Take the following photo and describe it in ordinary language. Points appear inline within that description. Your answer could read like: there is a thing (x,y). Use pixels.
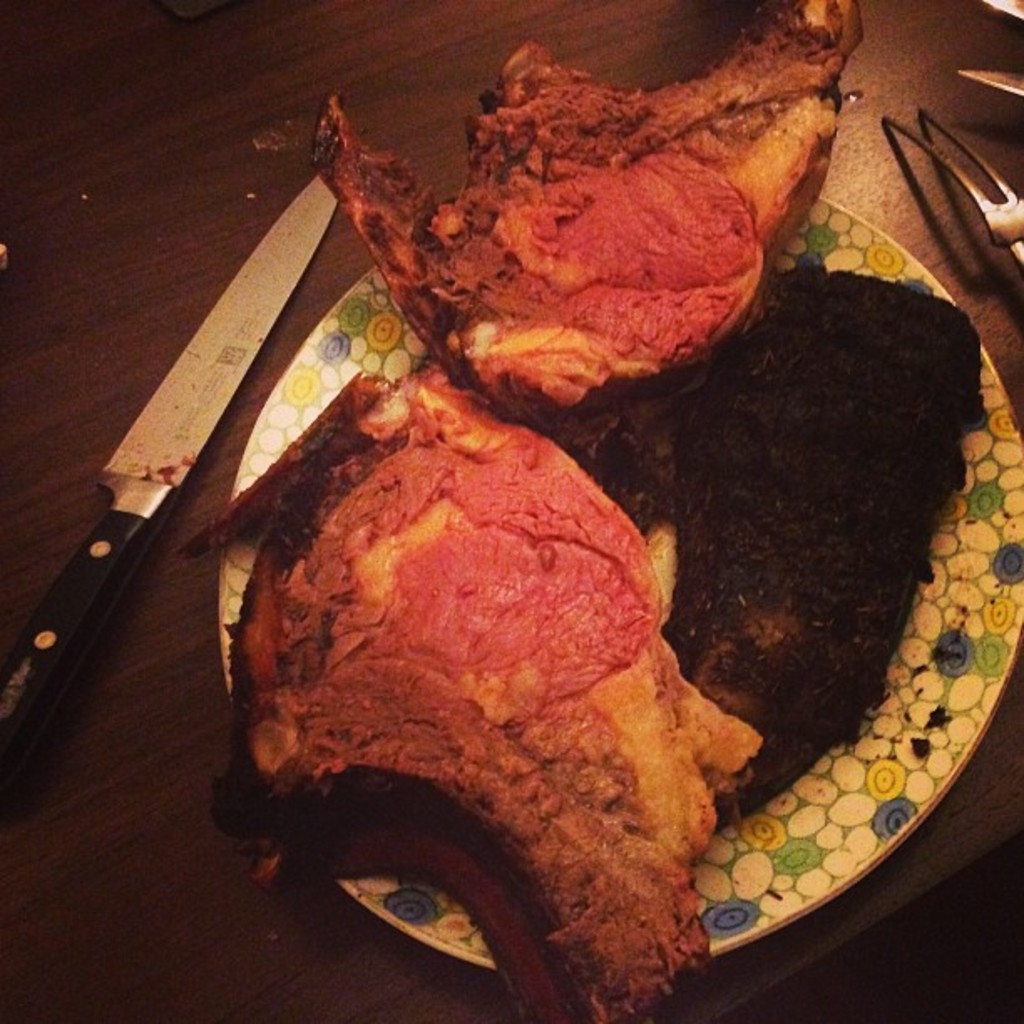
In this picture we can see food (628,571) in the plate (317,406), and we can find a knife (162,395) on the left side of the image (126,457).
